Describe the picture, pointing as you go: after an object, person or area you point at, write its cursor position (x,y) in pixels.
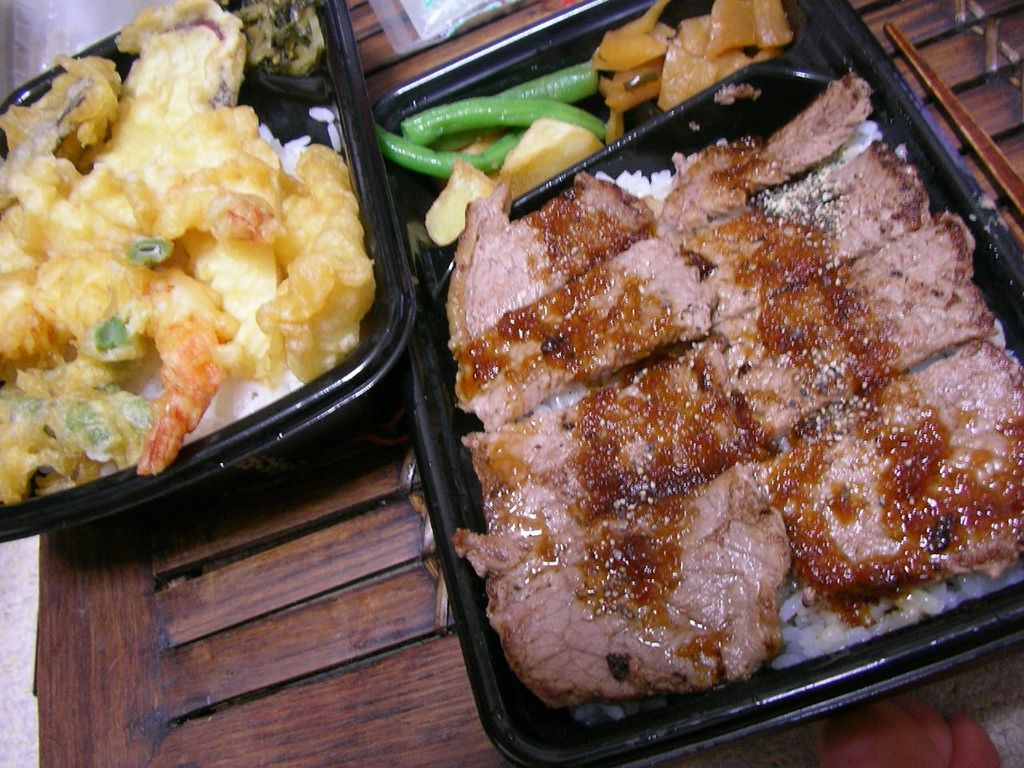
There are plastic boxes (401,254) in the foreground area of the image (371,308), which contains food items (507,356) placed on a wooden surface (383,520).
